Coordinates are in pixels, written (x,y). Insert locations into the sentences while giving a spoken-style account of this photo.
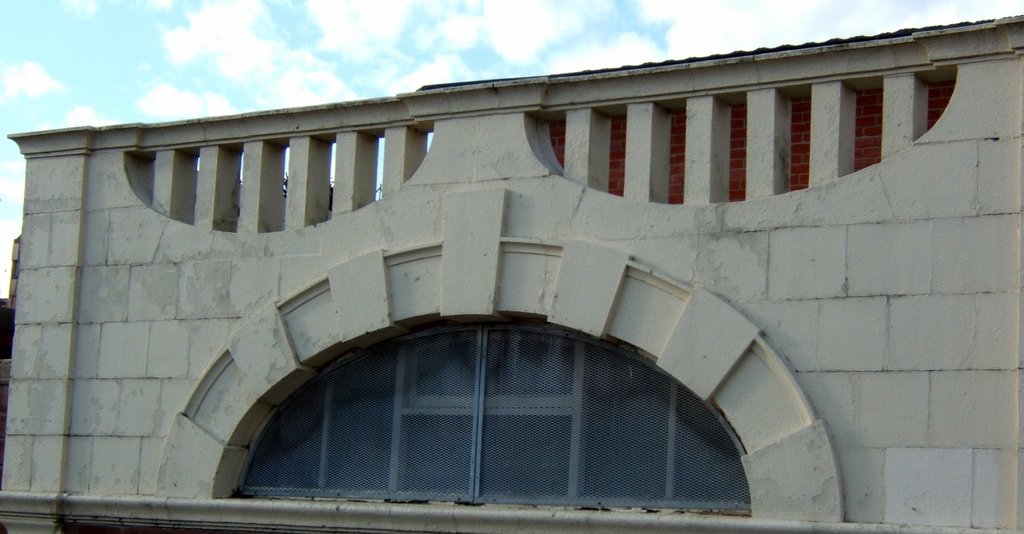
This picture is clicked outside. In the foreground (504,473) we can see the net (528,447) which seems to be attached to the window (560,336) of the building (282,309). In the background (215,106) we can see the sky (430,39) with the clouds (375,70).
